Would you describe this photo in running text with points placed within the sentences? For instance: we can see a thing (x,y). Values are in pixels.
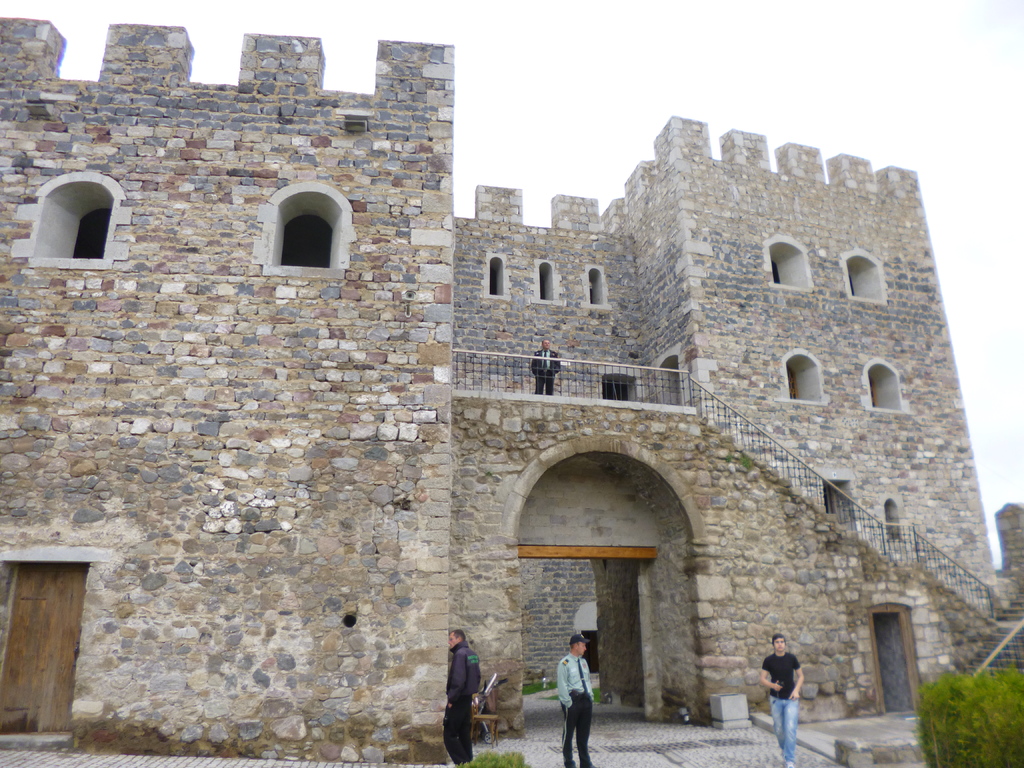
In this image in the center (386,277) there is one fort (799,534) and also there are some people (457,676) who are standing and there is railing (758,424) and some windows (801,372). At the bottom (682,742) there is a walkway (830,739) and some plants (949,700), at the top of the image (750,86) there is sky (666,89).
